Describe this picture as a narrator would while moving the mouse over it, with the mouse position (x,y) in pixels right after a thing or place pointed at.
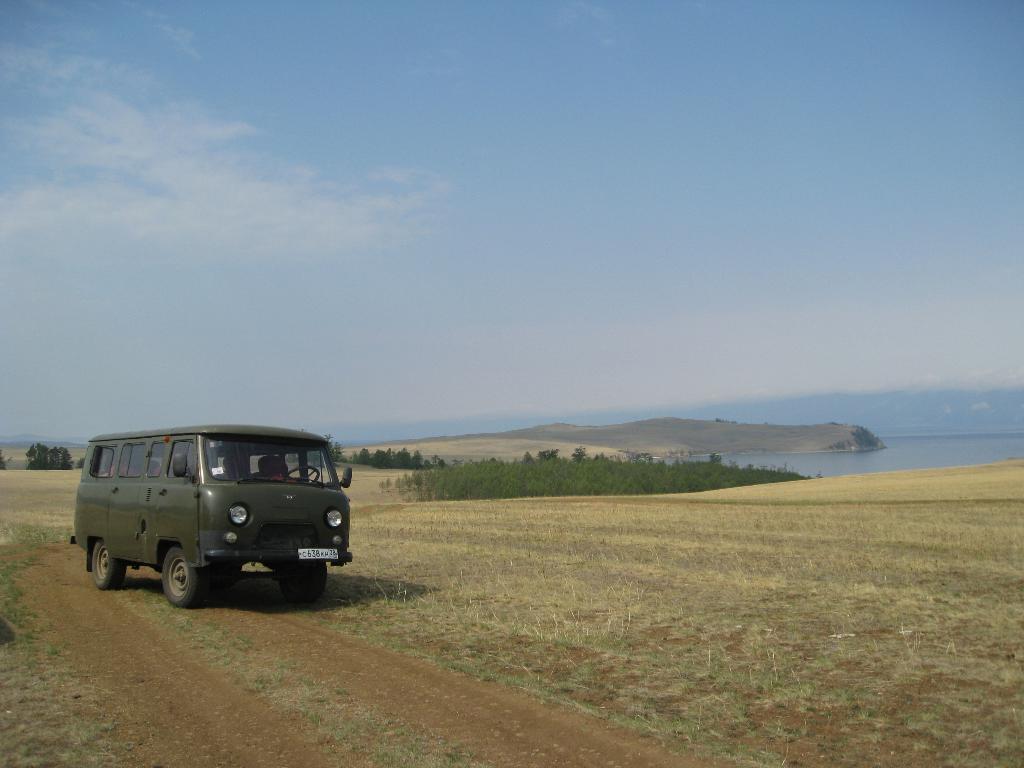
In this image there is a van (189,560) on the ground (184,639). On the right side (810,457) there is river (927,439). At the top (620,71) there is the sky (623,53). There are small plants (563,513) on the ground (578,503).
